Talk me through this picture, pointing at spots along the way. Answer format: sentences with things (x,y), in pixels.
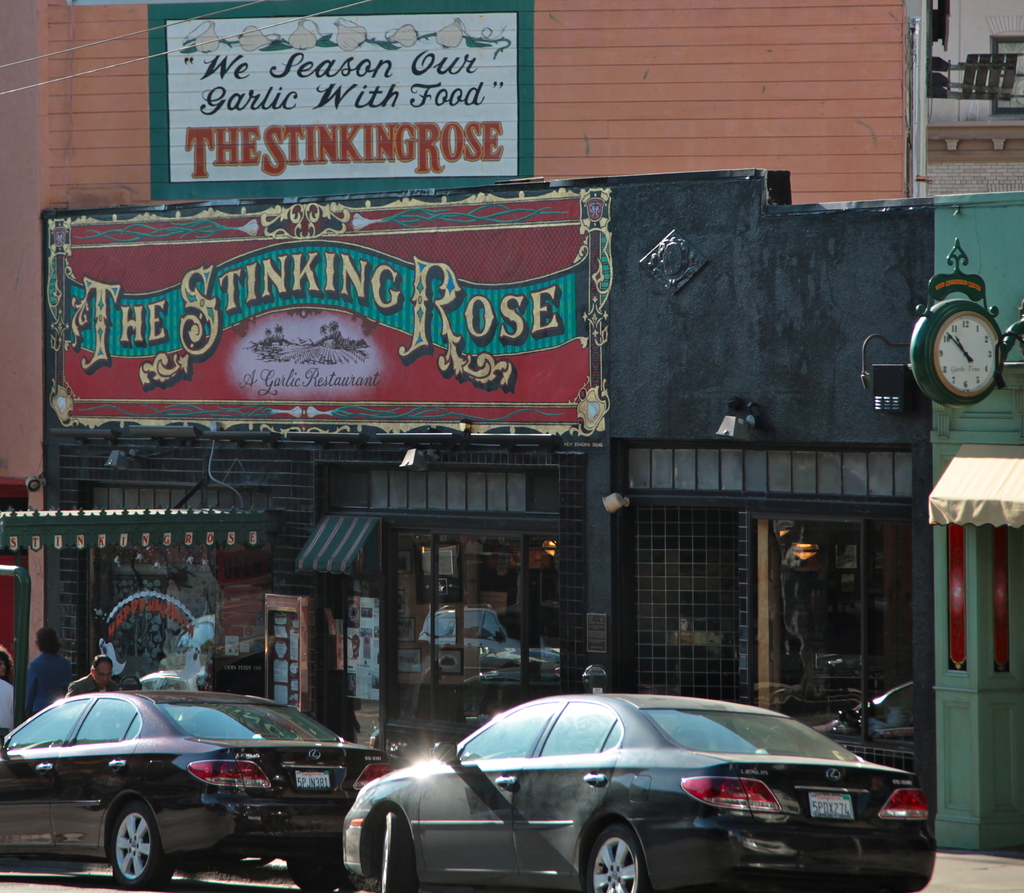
In this picture we can see cars (123,856) on the road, building (869,405), wall (905,281), clock (913,365), sun shade (935,495) and some people (95,673).
